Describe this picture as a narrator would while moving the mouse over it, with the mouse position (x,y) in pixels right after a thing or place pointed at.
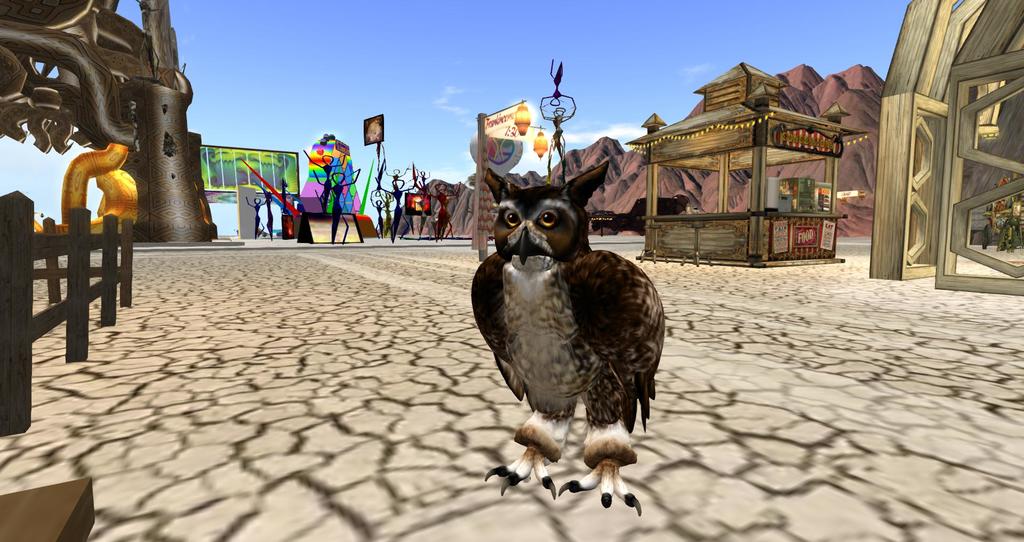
This is an animated image. In the image on the ground (707,538) there is an owl (555,358) standing. On the left side of the image (12,309) there is a wooden fencing (56,264). Behind that there is an arch (97,85) with design (169,144). And on the right side of the image (905,105) there is an arch (940,83) with door (944,265). Beside that there is a store (725,255) with lights (726,126). In the background (250,184) there are few images (288,184) and also there is a pole (481,191) with lamp (543,139) and posters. Behind them there are hills (469,196). At the top of the image (522,76) there is a sky (389,72).
